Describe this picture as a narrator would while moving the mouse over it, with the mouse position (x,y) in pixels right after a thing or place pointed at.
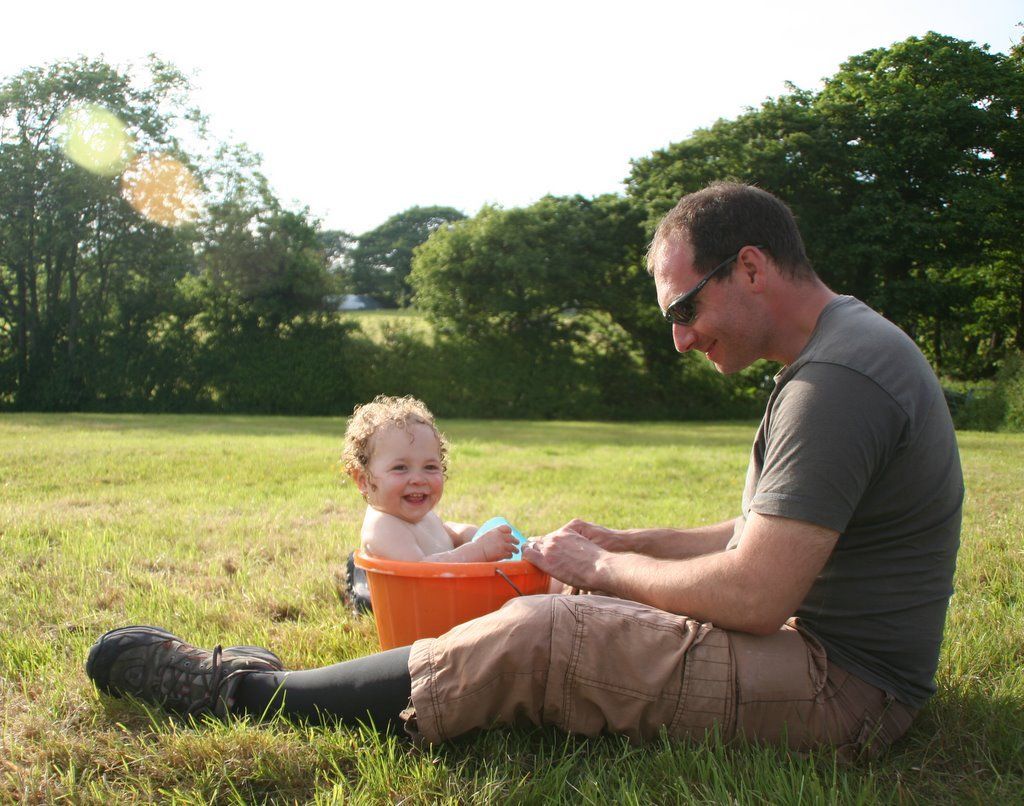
In this image there is a person (793,511) wearing goggles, shoes (165,659) shirt (824,517) is sitting on a grassy land (28,800) before a bucket (478,578) which is having a kid (450,557) in it. Background (481,403) there are few trees (93,119) and sky (641,101).
